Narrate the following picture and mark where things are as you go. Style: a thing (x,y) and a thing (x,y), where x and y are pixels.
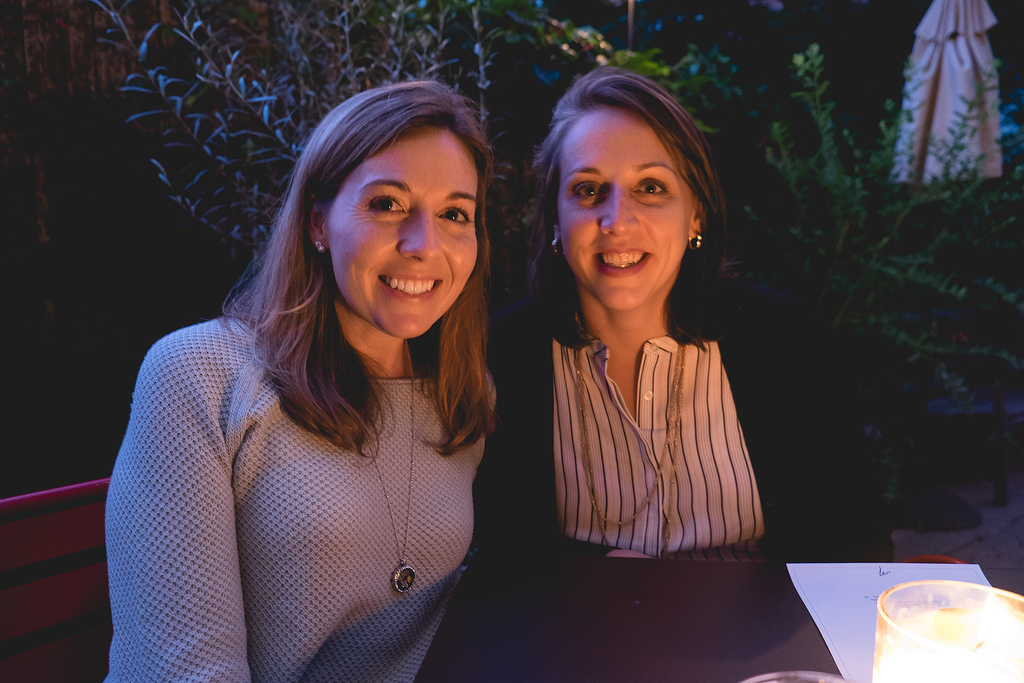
In this picture we can see two girls (449,409) sitting in the front (709,532), smiling and giving a pose to the camera. Behind there is a dark background (451,58) and some plants (410,65).
